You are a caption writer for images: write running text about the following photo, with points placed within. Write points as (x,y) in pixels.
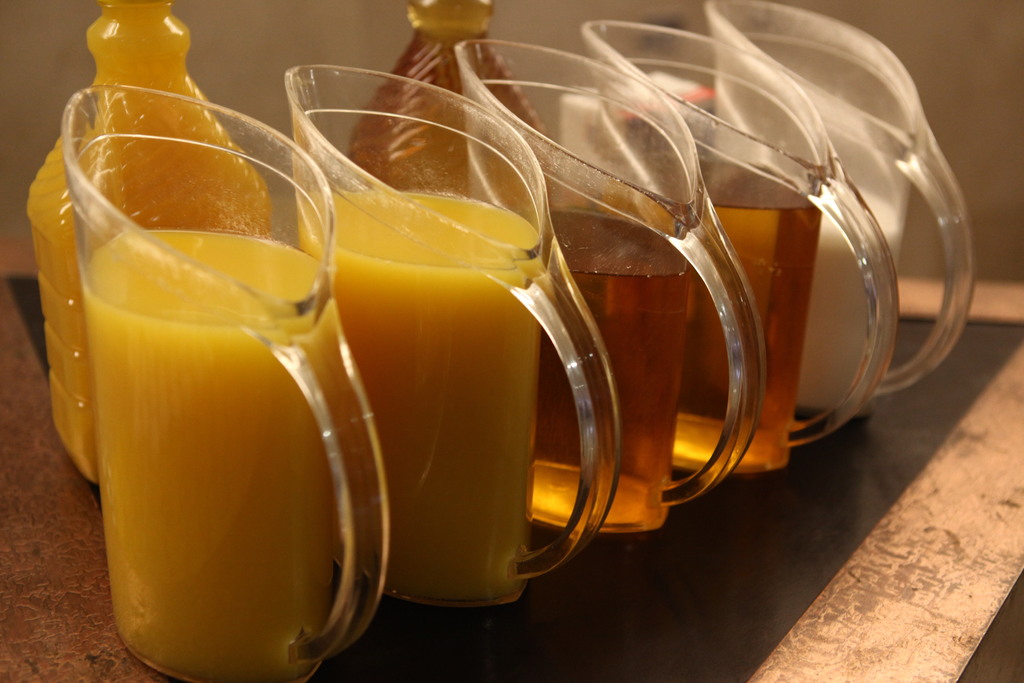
In this image, I can see the jugs (701,287) with the liquid items (499,352) and two glass bottles (187,69), which are placed on a table (879,644). The background (954,87) looks blurry.
